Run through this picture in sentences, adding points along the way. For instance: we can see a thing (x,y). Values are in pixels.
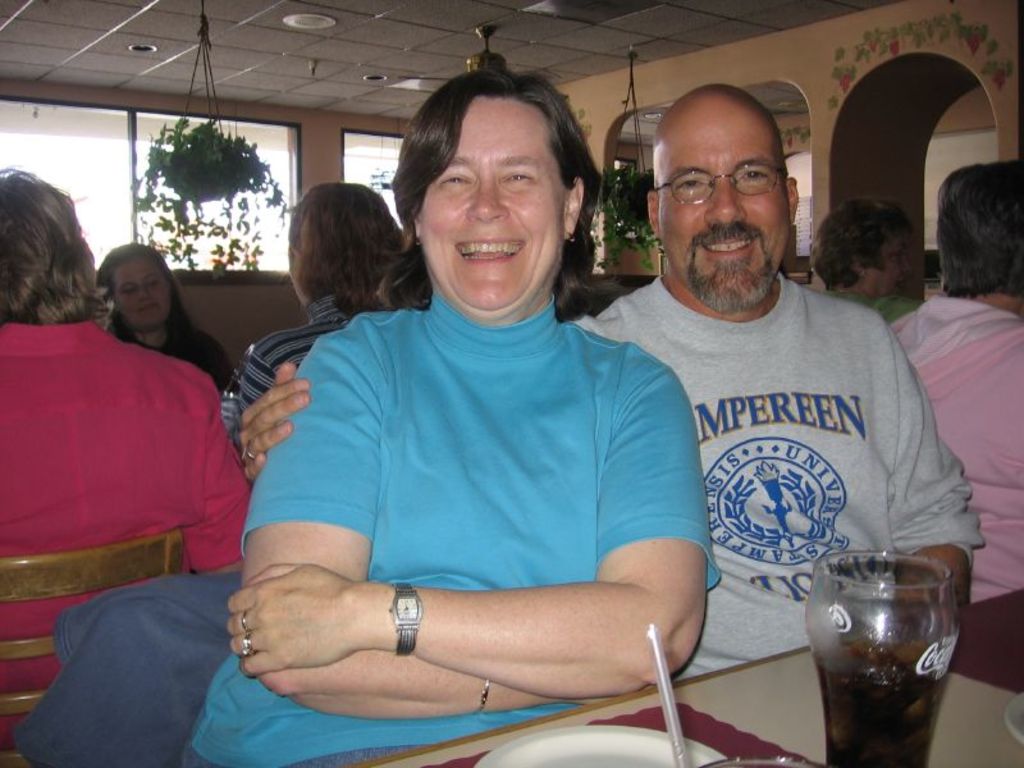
In the image we can see there are people (467,439) who are sitting in front (470,619) and they are smiling. On table (822,729) there is juice glass (828,716), plate (534,751) and at the back (289,348) other people (965,371) are sitting. On the top (188,173) there is a flower pot (209,149).
